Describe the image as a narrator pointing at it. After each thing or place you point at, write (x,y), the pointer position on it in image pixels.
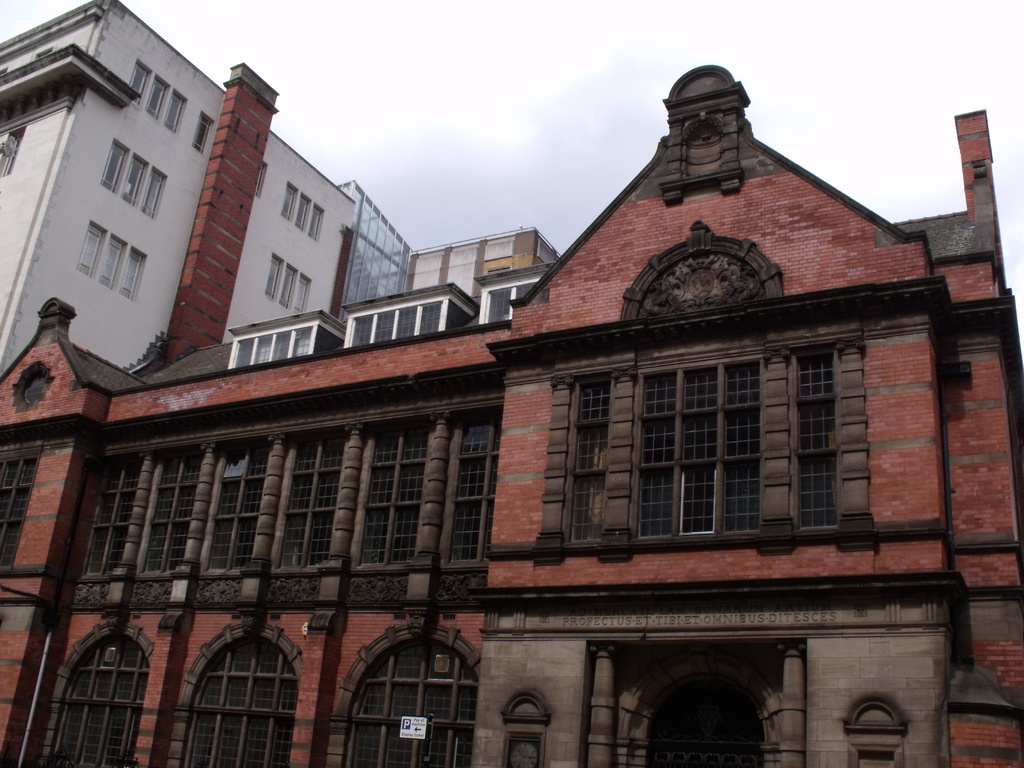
In this image I can see a building (300,366) with red color bricks (806,250), at the top of the image (450,66) I can see the sky (421,52).
